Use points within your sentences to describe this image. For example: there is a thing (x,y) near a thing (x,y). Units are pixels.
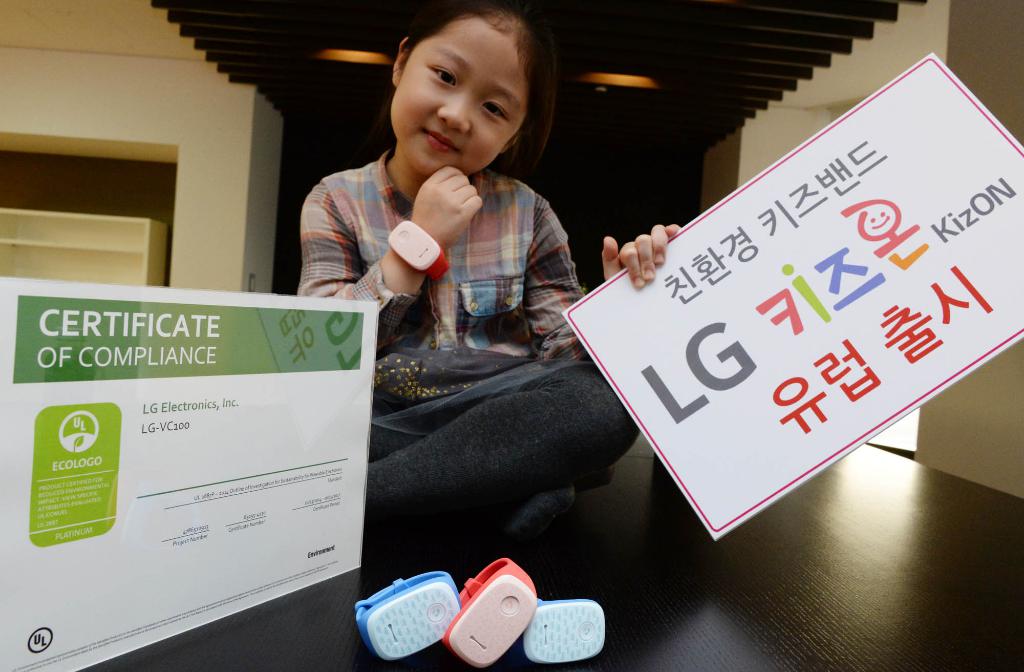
In this image there is a girl (487,411). She is holding a board (717,273). There is text (829,319) on the board (884,308). Beside her there is another board (163,432). In front of her there are a few objects (474,630). On the either sides of the image there is the wall (171,120).
